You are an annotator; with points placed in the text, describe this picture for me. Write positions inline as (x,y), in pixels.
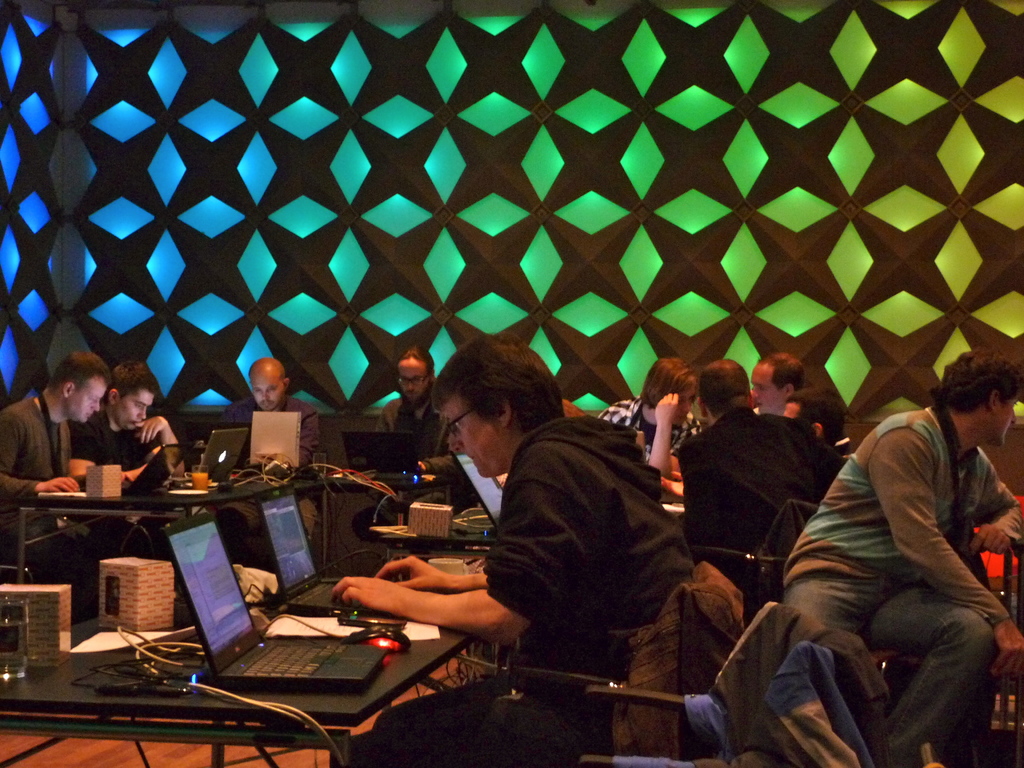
In this image we can see a group of people (537,534) sitting on the chairs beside the tables (460,636) containing some laptops (304,614), mouses (380,626), wires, glasses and some boxes (163,594) which are placed on them. On the backside (602,217) we can see a wall (530,219).
